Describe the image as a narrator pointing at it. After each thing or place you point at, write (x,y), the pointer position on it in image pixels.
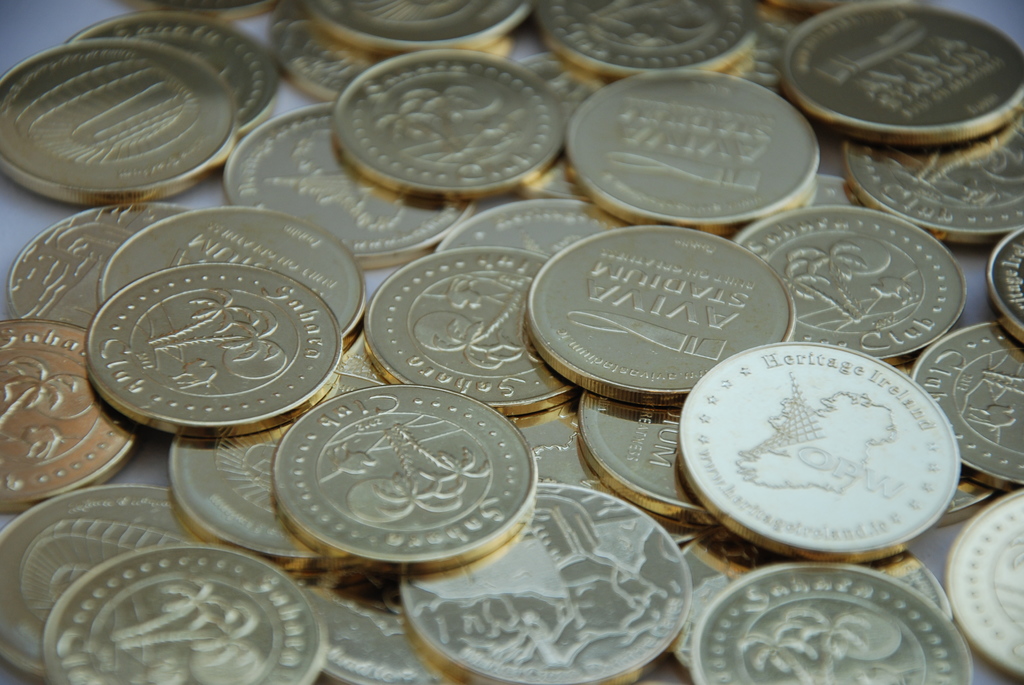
In this image there are coins (401,307) on the surface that looks like a table (174,198), there is text (646,273) on the coins (608,296), there is a tree (400,422) on the coins (319,406), there is an animal (207,374) on the coins (390,430), at the background of the image (50,46) there is an object (38,218) that looks like a table (38,218).
